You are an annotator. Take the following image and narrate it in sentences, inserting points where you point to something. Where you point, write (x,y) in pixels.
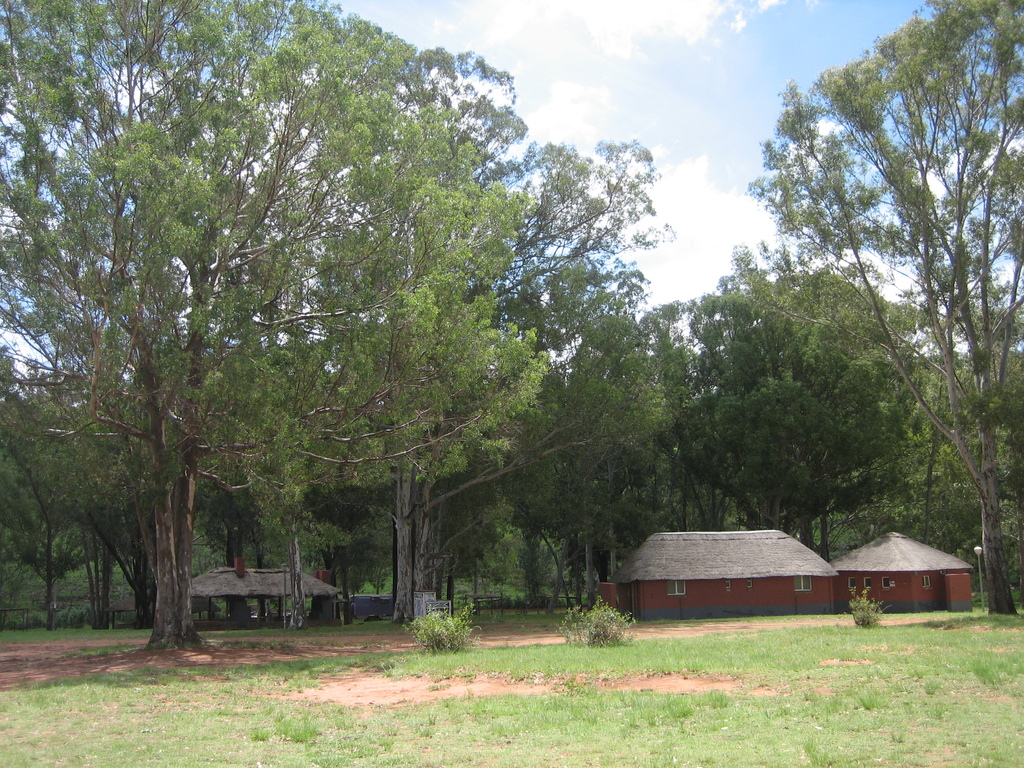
In this image there are houses (693,585). There is a shed (329,612) and there are some objects (434,615). At the bottom of the image (443,712) there is grass (570,710) on the surface (416,713). There are plants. In the background of the image (102,345) there are trees (275,301). At the top of the image (672,19) there are clouds (614,46) in the sky (691,57).
